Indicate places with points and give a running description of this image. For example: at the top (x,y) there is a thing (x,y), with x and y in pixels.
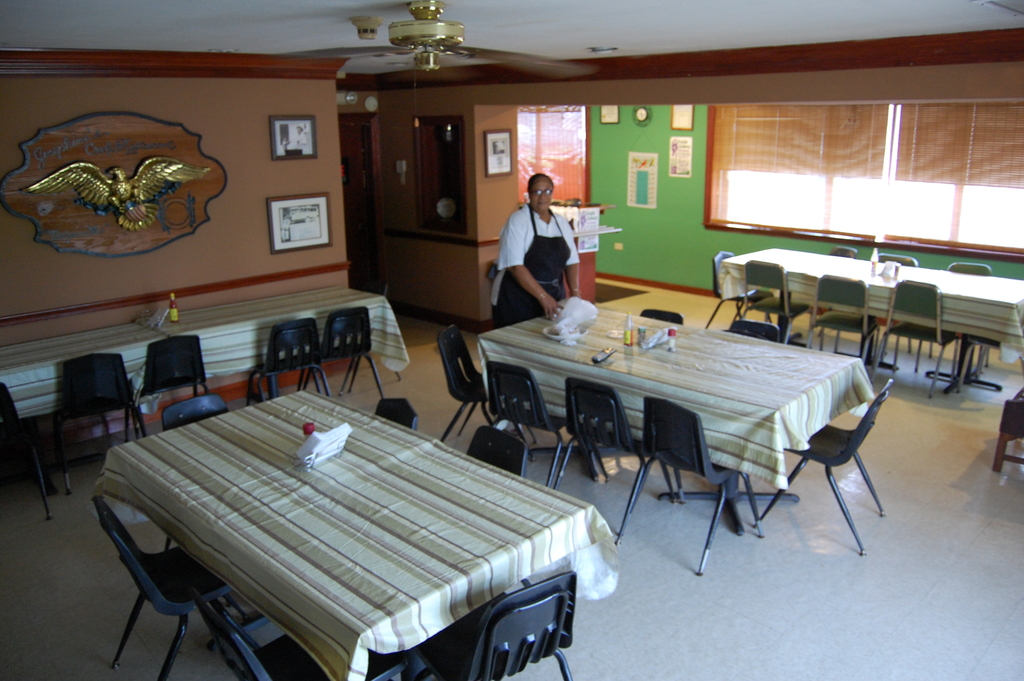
in this picture we can see a woman (508,260) wore apron (559,239), spectacle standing beside the table (574,346) and on table (634,401) we have bottle (627,330), cover (585,325), tissue papers (321,438), cloth (364,439) and in the background (33,117) we can see wall (71,96) with eagle (52,183), frames (323,242), watch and window (861,196) with curtains (776,170).
